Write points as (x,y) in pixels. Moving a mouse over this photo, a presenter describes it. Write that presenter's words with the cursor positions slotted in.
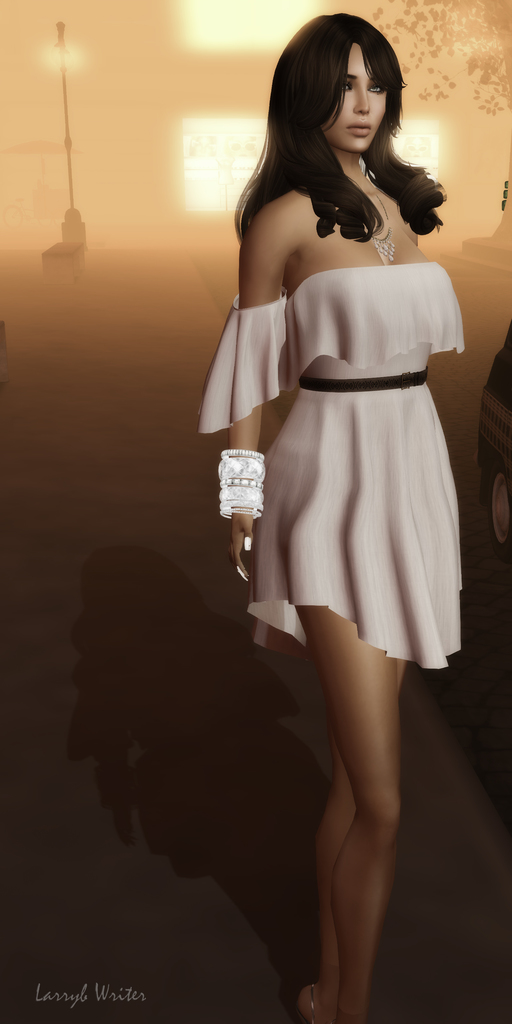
In this image we can see an animation picture. In the picture there is a woman (385,532) standing on the road (390,909), street pole (66,122), street light (56,60) and a motor vehicle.
